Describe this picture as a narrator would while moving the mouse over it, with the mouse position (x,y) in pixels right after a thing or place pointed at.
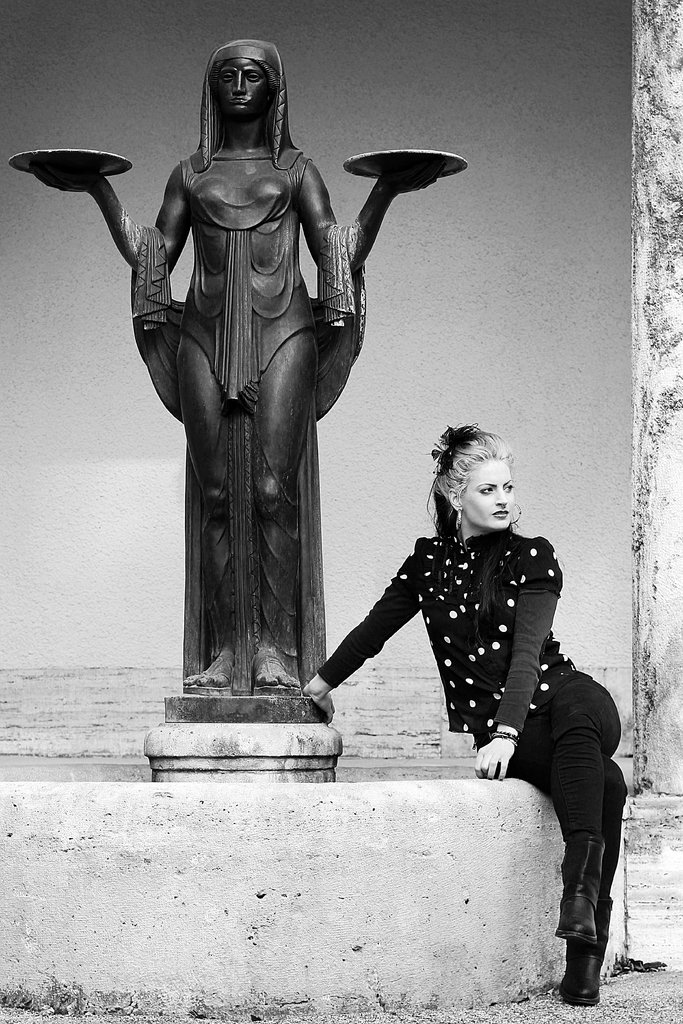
I see that this is a black and white image and I see a woman (479,694) over here who is sitting on this thing (211,819) and I see that she is wearing white and black dress (454,643) and I see a statue (236,272) over here. In the background (40,66) I see the wall (396,359).
